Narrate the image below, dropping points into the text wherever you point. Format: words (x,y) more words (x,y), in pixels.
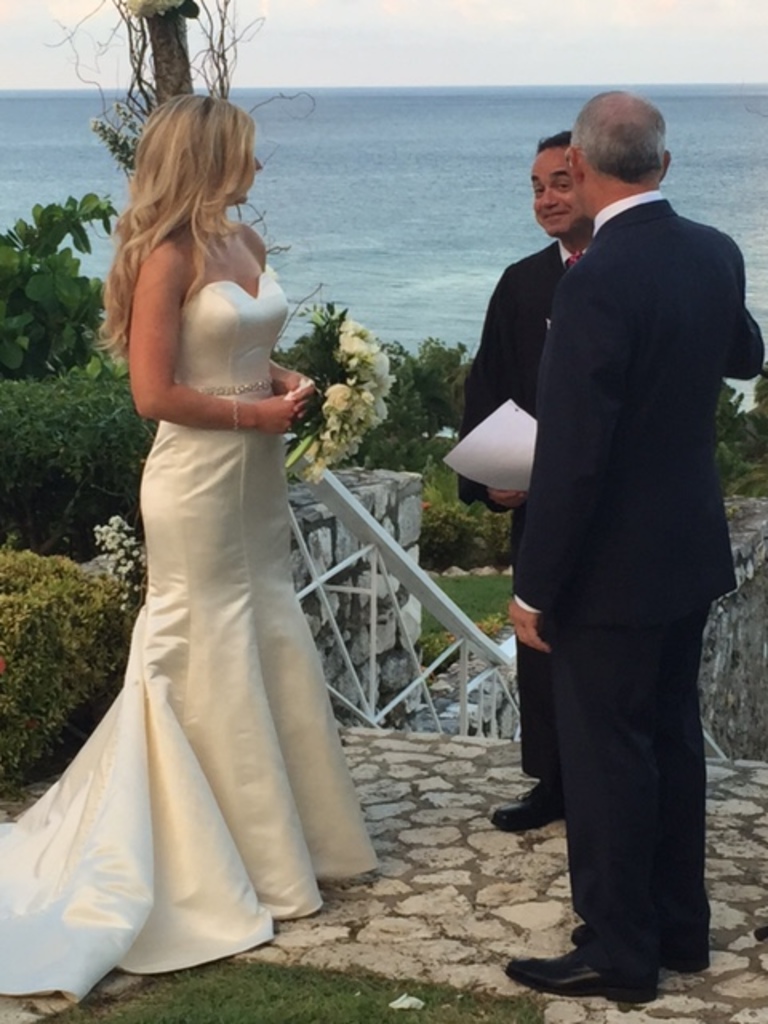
In this picture we can see three people (524,587) standing on the ground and we can see trees (422,375), water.
